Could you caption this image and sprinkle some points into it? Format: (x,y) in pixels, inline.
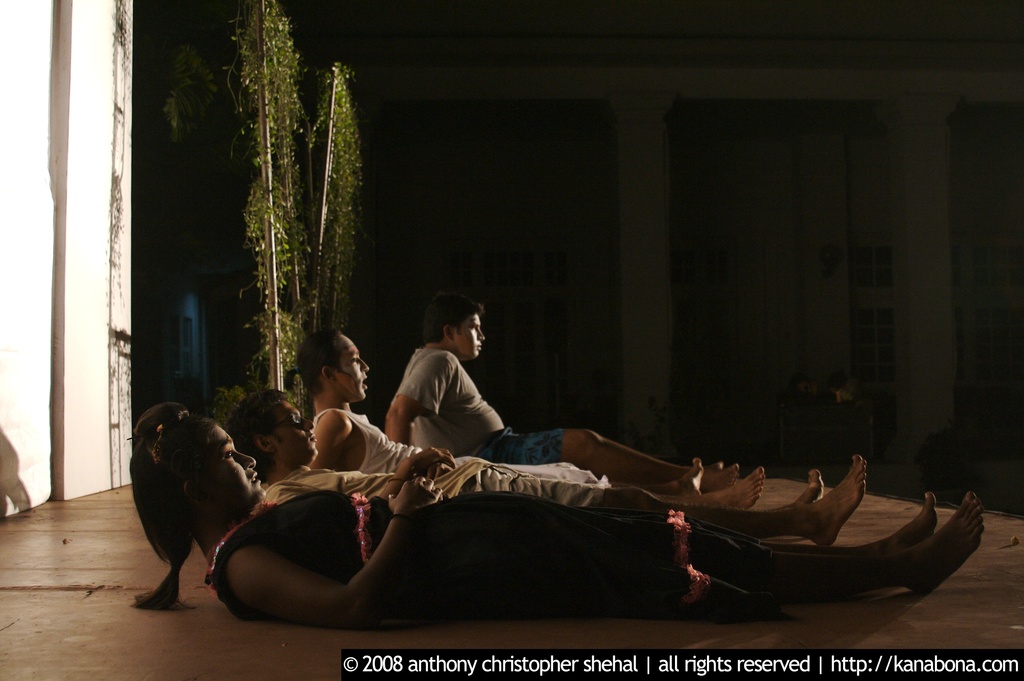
In this image I can see four people (401,551) with different color dresses (379,514). These people (411,568) are on the brown color surface (313,646). In the back (100,267) I can see the plants (254,206) and the building (620,215). I can also see the watermark (675,654) in the image.
